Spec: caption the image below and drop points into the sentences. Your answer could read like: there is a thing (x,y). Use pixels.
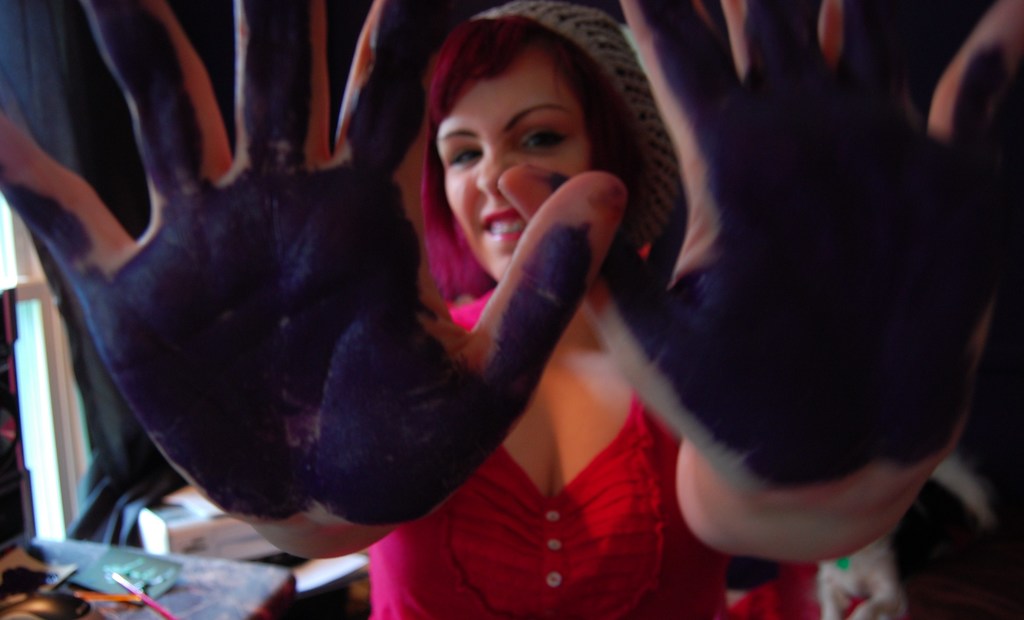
In this image we can see a woman (479,332) with colors (398,311) on the palm (381,254) of hands (509,332). In the background (30,571) the image is not clear but we can see objects (46,581) and window (62,418).
